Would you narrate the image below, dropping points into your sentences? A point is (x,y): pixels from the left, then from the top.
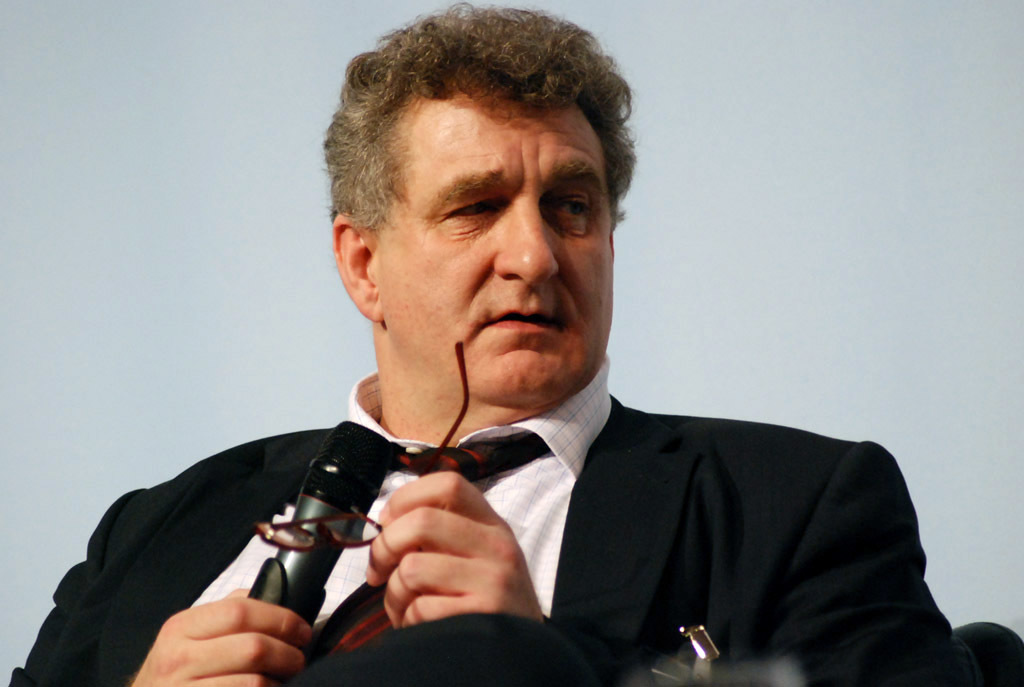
In this image there is a person (611,535) wearing black color suit (625,543) holding microphone (377,457) and spectacles (291,527) in his hands (432,480).
